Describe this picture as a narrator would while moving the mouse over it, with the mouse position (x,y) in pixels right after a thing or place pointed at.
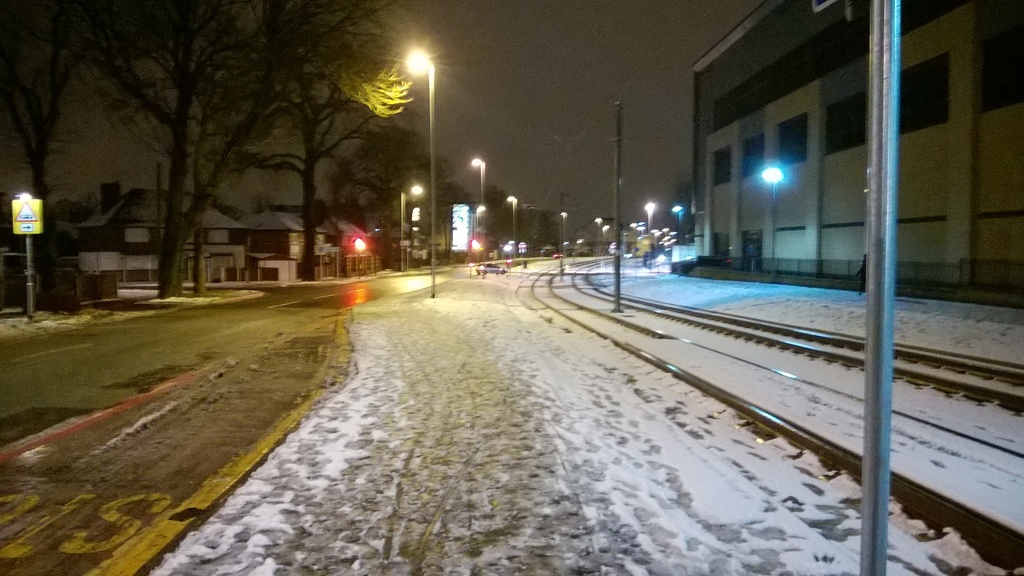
In this picture I can see the path (369,340), on which I can see the snow (510,358) and I can see number of light poles (432,163) and trees (132,20). In the background (73,235) I can see few buildings (141,226). On the right side of this picture (757,371) I can see the tracks (671,344) and another building (842,200). On the top of this picture (398,18) I can see the sky (448,25). I can also see a car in the center of this picture (480,264). On the left side of this picture (39,212) I can see a sign board (40,227).
